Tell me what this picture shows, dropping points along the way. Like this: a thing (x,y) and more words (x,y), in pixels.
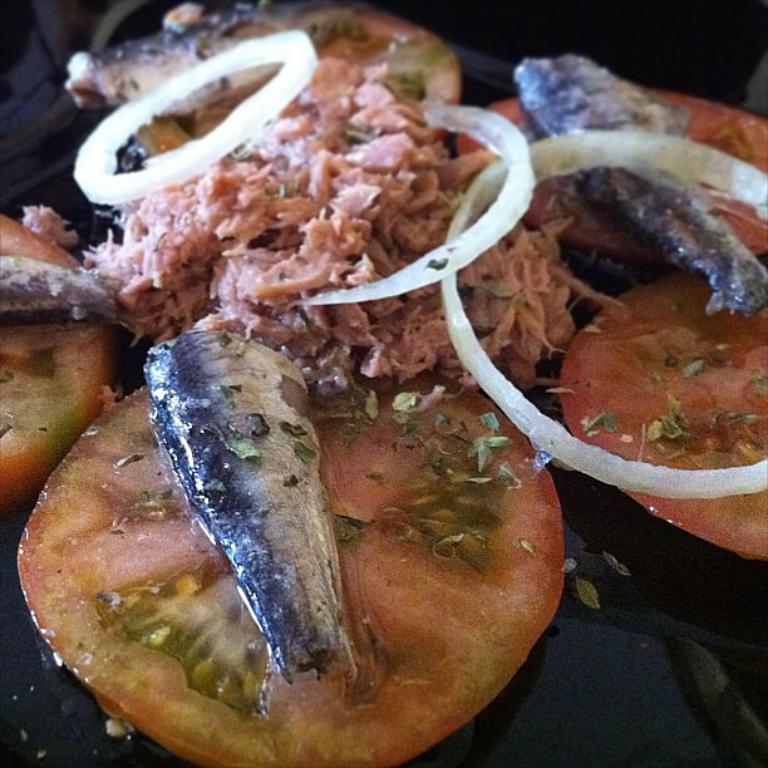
In this image I can see the food (281,231) on the black color table (628,671). The food (465,525) is in brown color.
